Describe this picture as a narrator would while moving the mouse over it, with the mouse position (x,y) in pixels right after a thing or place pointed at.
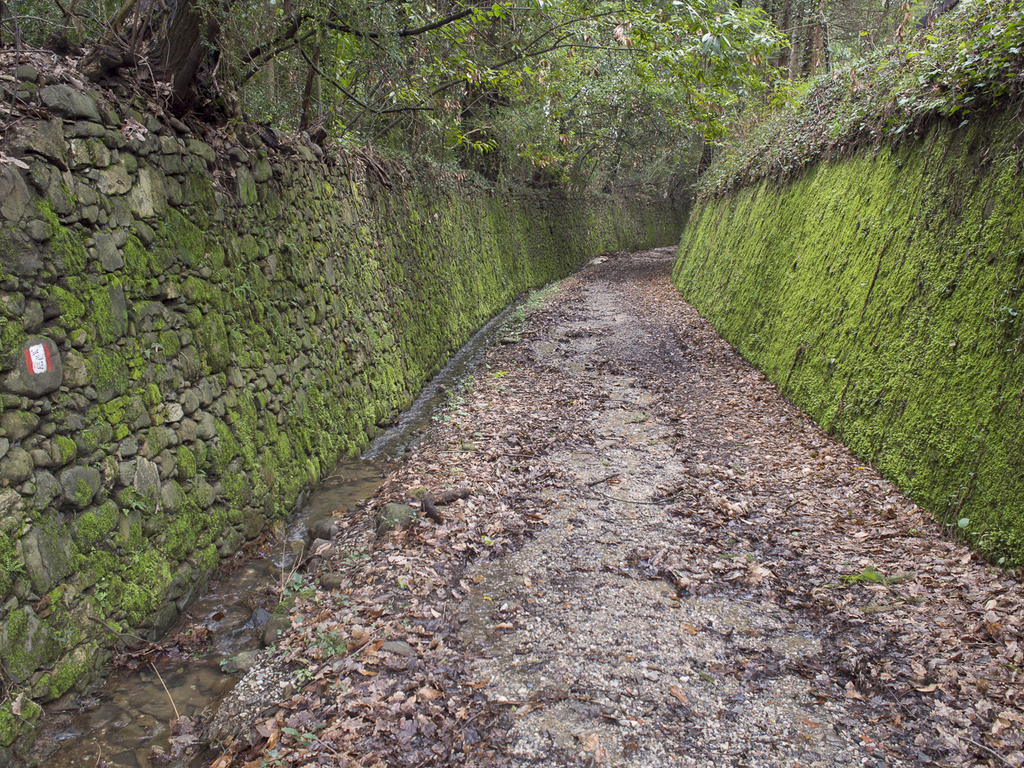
In this picture, We can see a certain trees (538,47) and plants (733,98), dried leaves (757,455), water (151,689) and a road (615,412) of a small canal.
